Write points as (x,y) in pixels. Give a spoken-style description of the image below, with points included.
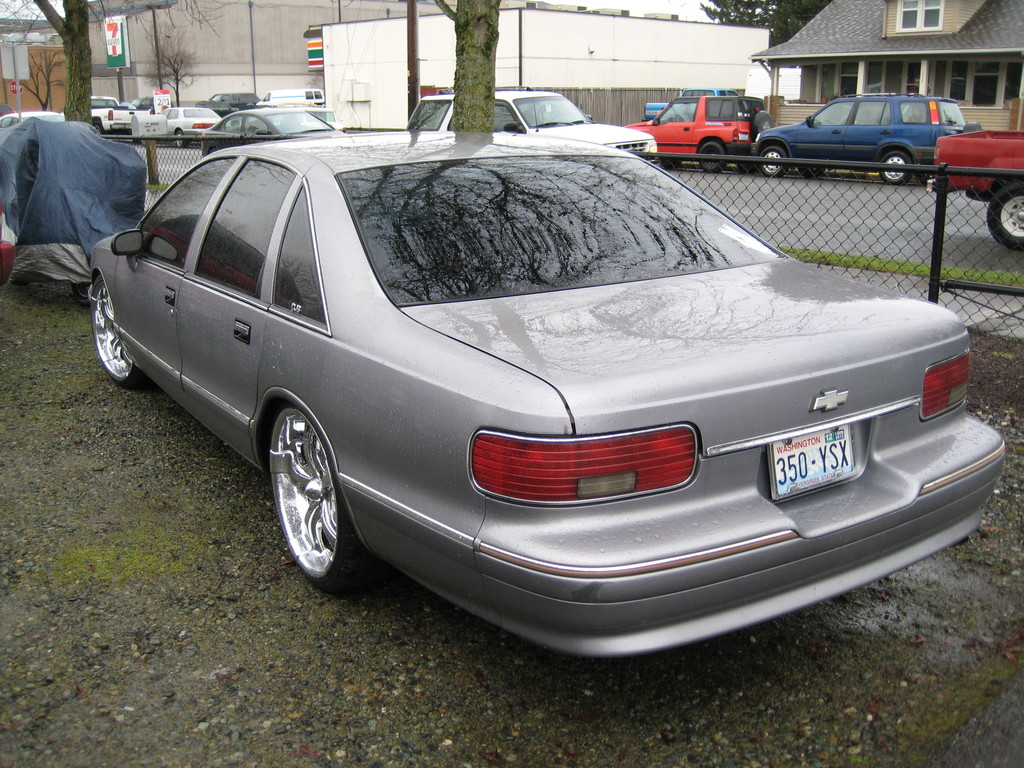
There is a gray color vehicle (183,205) on the ground (128,491). Beside this vehicle (606,417), there is an iron fence (701,172). In the background (821,138), there are vehicles (730,152) on the road (828,207), there are buildings (269,62) and there are trees (801,22).
